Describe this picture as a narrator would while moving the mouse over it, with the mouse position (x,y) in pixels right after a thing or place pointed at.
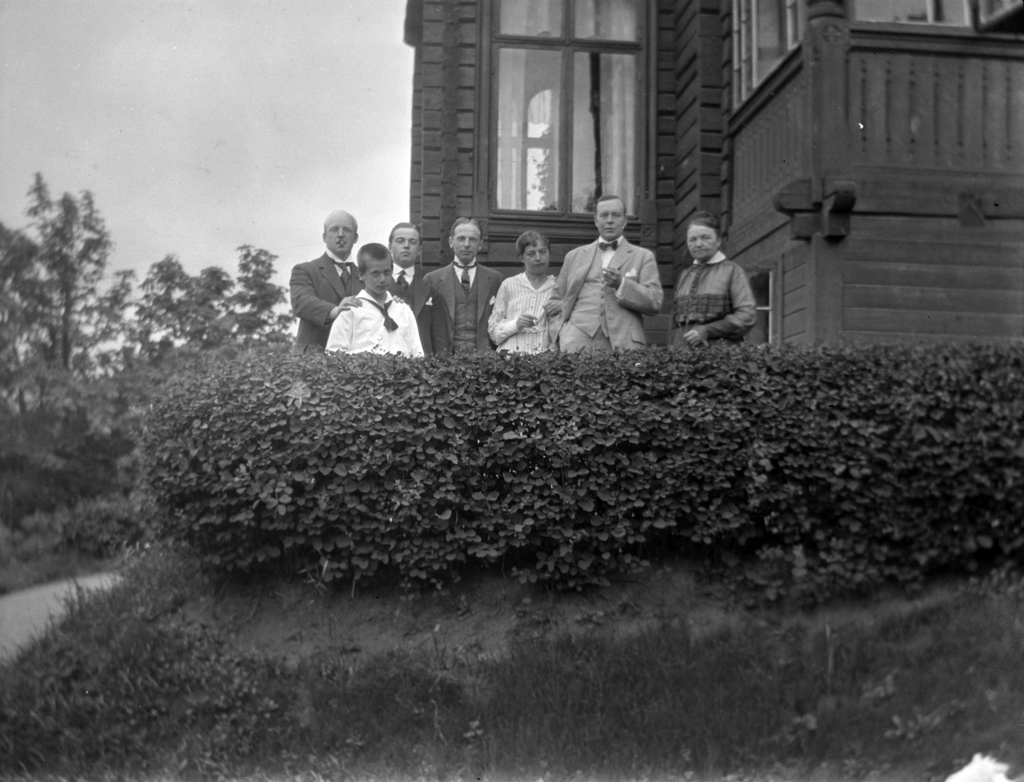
In this image I can see a group of people (562,350) are standing on the ground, plants (555,502) and grass (541,669). In the background (927,199) I can see a building (921,193), trees (94,283) and the sky (273,170). This image is taken may be near the building (558,148).
